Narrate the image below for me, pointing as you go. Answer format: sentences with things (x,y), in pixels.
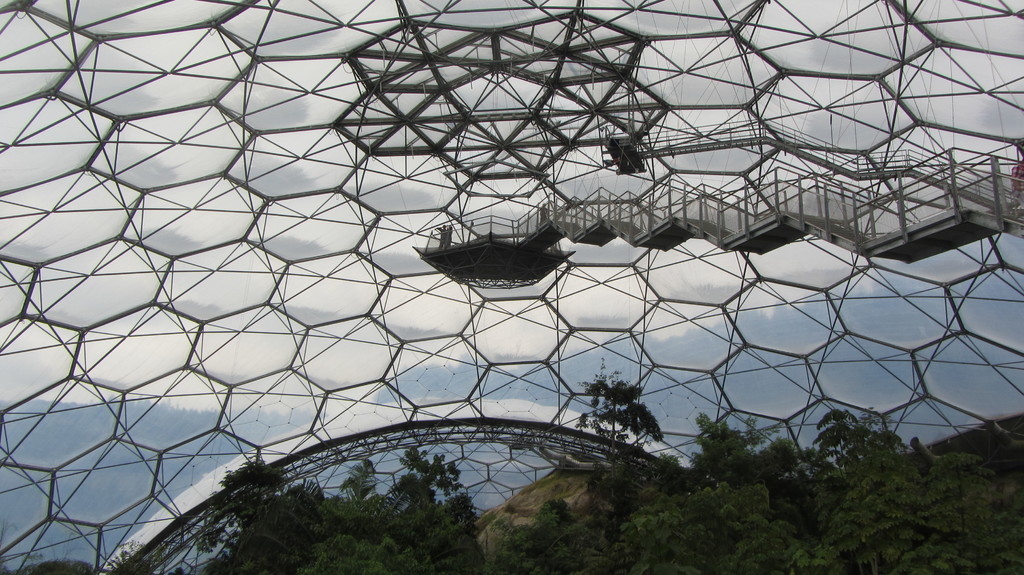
In the image we can see there are trees (656,525) and there are designs of hexagon (392,263) on the glass roof (519,216) of the building (544,284).
